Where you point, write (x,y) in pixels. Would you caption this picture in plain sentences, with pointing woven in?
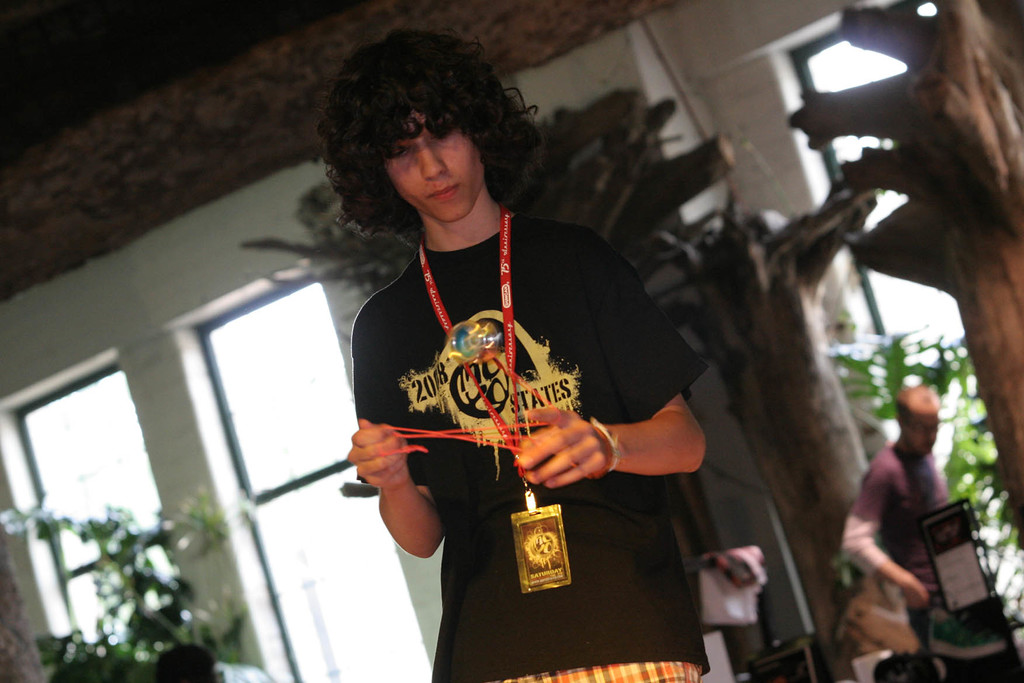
In the center of the image (578,242) we can see a man (628,395) is standing and holding a thread (489,431) and wearing an id card (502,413). In the background of the image (1008,355) we can see the wall (135,277), windows (323,437), glasses (340,495), trees (779,288). On the right side of the image (932,424) we can see a man (925,554) is standing. At the bottom of the image (209,666) we can see a person head (200,659). At the top of the image (160,124) we can see the roof (192,39).
